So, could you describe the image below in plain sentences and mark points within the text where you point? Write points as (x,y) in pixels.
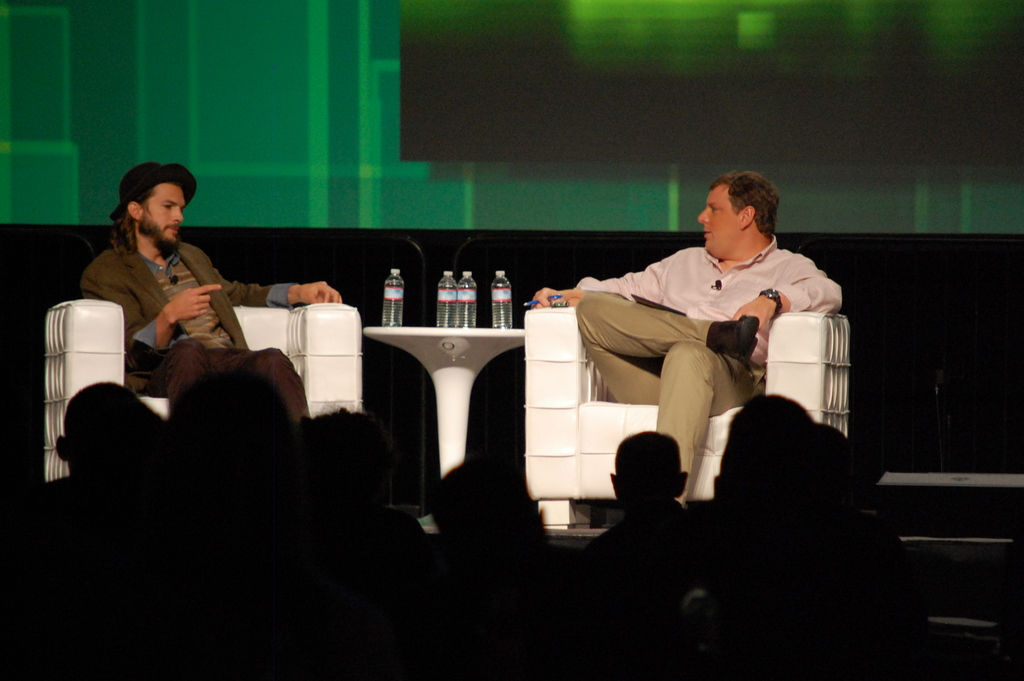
In the center of the image (594,322) there are two people (162,388) sitting on the couch (345,380) in between them there is a stand (403,348) and bottles (459,303) placed on the stand (432,348). At the bottom of the image (401,563) there is a crowd (365,582).
